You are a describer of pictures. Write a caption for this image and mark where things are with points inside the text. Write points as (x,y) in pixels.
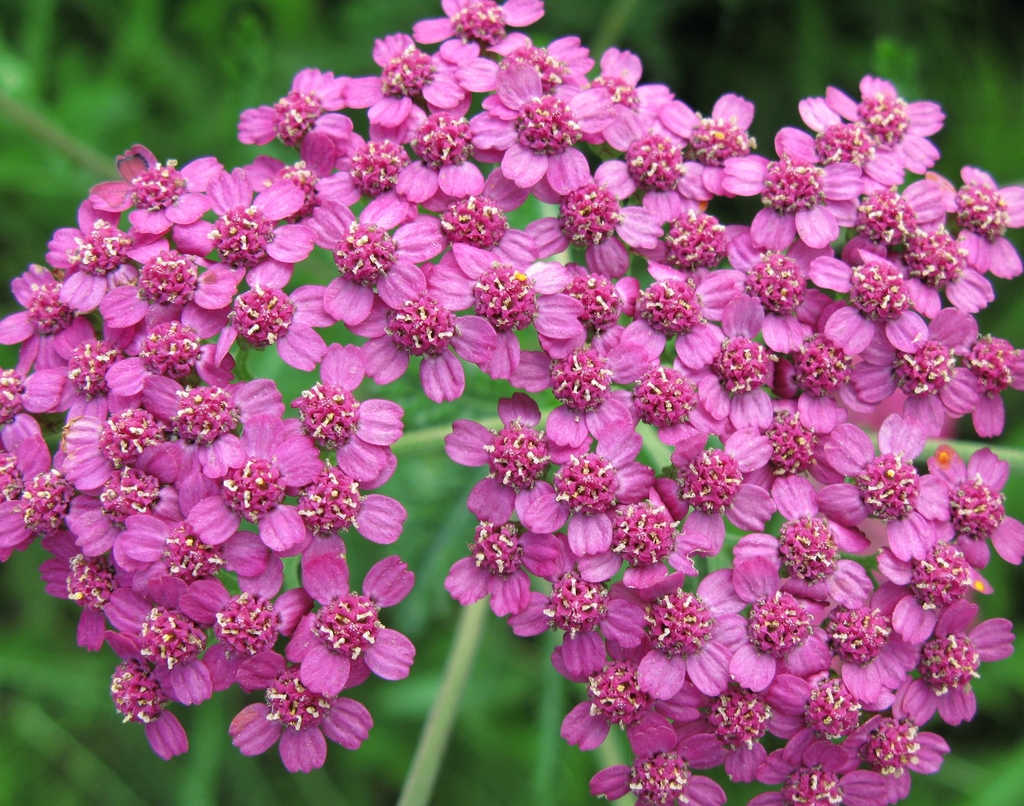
There are pink flowers (335,562) and the background (748,87) is blurred.
